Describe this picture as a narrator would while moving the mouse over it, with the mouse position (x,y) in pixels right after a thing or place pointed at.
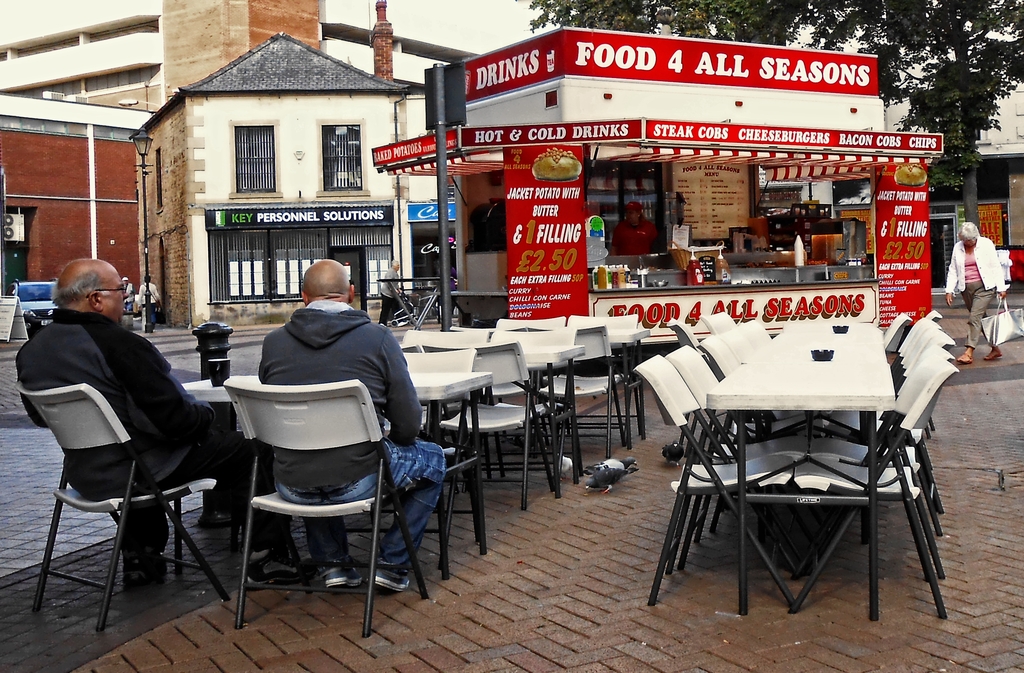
In this image we can see this people (152,473) are sitting on the chairs (244,401) near the table (209,386). We can see many tables (768,361) and chairs (730,356) and a food truck (552,304). In the background (272,201) we can see buildings (325,187), car (45,281) and trees (880,53).
